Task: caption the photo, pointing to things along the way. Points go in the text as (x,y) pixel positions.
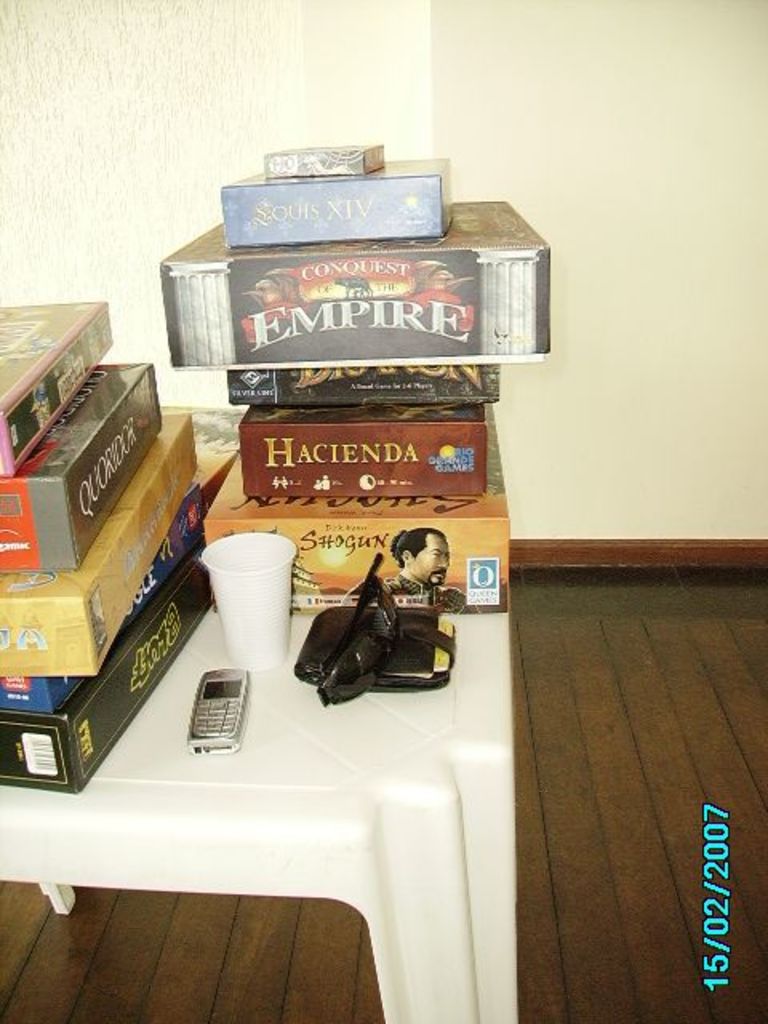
In this picture there is table (440,742) and on the table (246,799) there are boxes (109,413), glass (247,567), sunglasses (353,645), wallet (383,665) and a mobile phone (205,712). There is date (709,883) to the right corner of the image (713,921). In the background (692,303) there is wall (654,332) and the floor (622,696) is furnished with wood (634,782).
